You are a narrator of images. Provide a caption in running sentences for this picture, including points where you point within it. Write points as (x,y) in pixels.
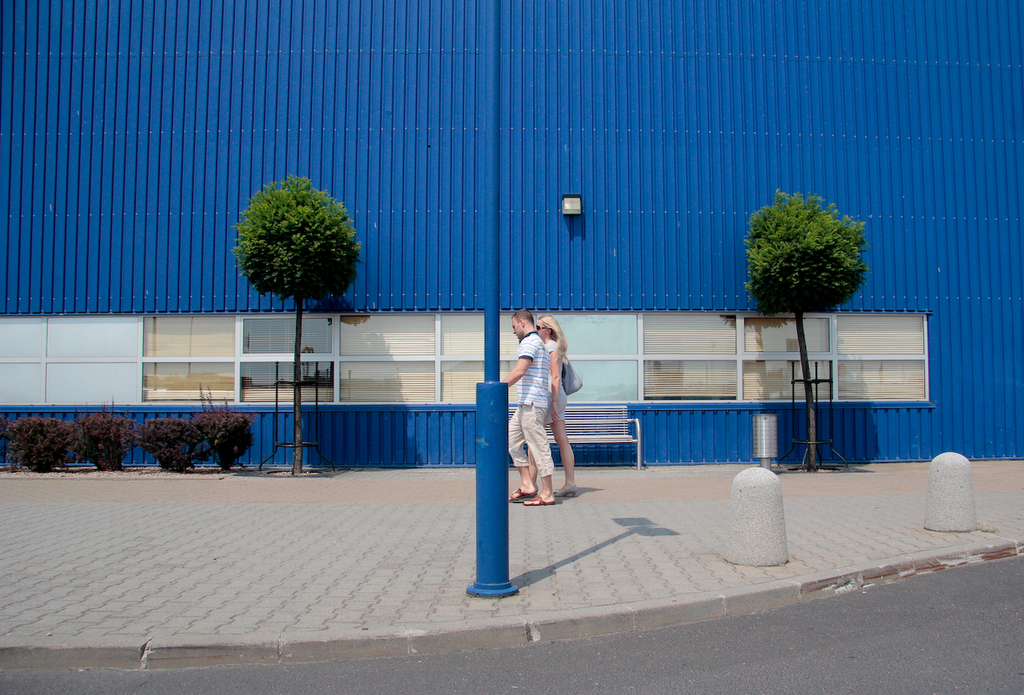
This image is taken outdoors. At the bottom of the image (613,660) there is a road (837,650) and there is a sidewalk (256,546). In the background (319,129) there is a wall (878,161) and there are a few windows (443,355). In the middle of the image (509,376) a man (524,426) and a woman (548,408) are walking on the sidewalk (547,547). There is a pole (493,360). There is an empty bench (599,435). There are a few trees (315,284) and plants (111,443) and there is a dustbin (769,463) on the sidewalk (603,497).
